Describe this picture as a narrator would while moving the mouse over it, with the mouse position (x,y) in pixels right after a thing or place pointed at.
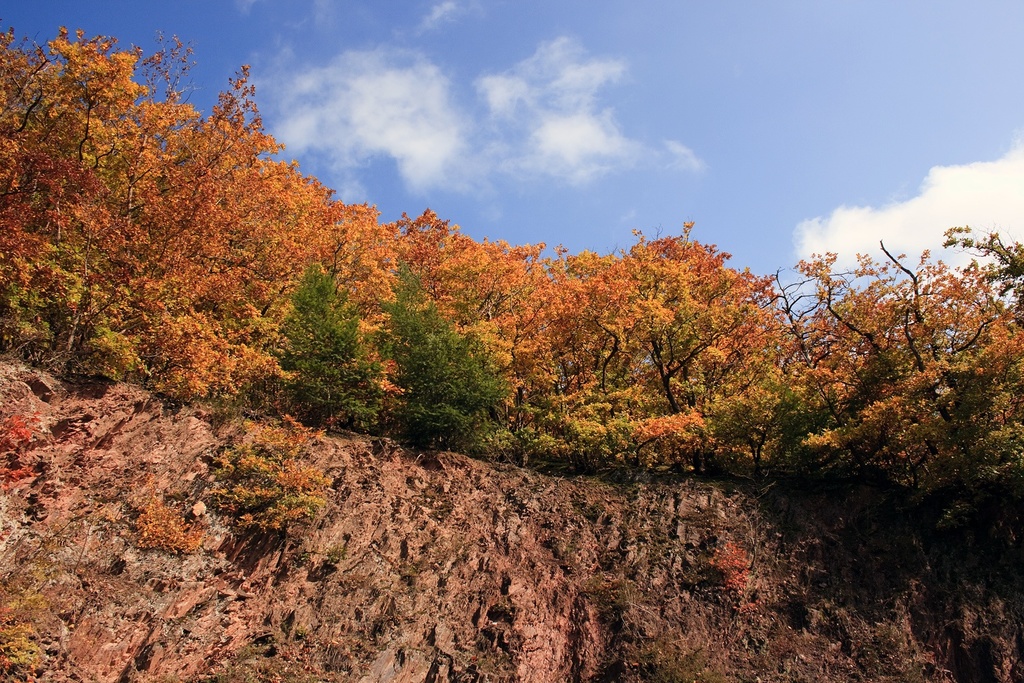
In this image we can see trees (408,288), sky (712,141) with clouds (536,78) and hills (504,588).
